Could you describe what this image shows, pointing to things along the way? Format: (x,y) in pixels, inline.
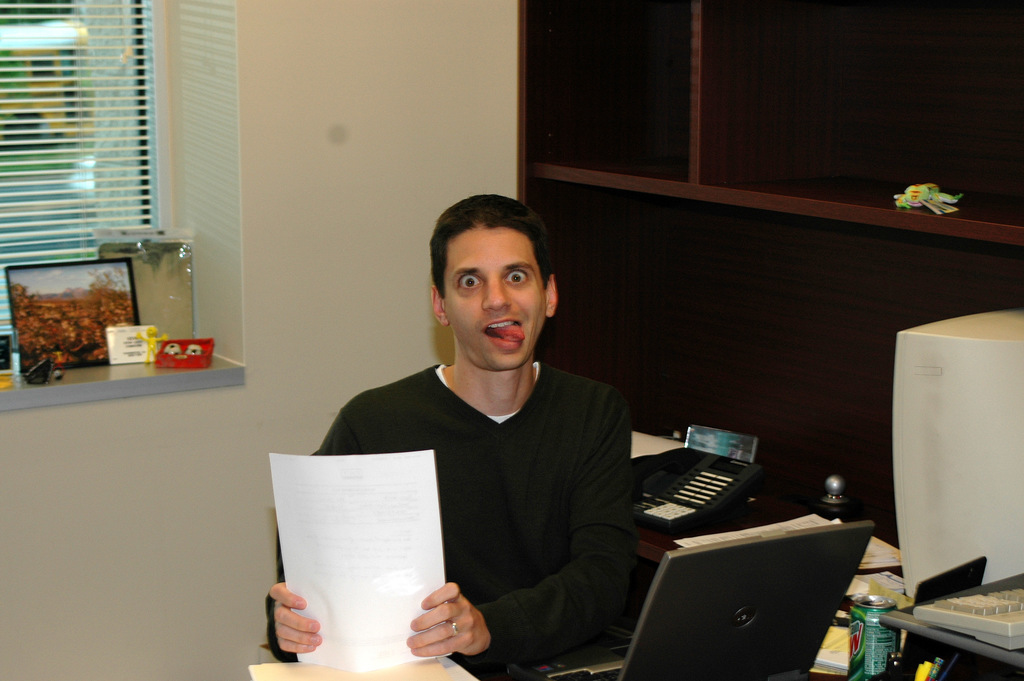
In this image we can see a person (547,424). A man (567,449) is holding some papers (419,525) in the hand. There are many objects (878,621) on the table (794,515) and shelves (823,479). There are few objects (180,313) near the window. There is a plant (90,297) and a house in the image.
